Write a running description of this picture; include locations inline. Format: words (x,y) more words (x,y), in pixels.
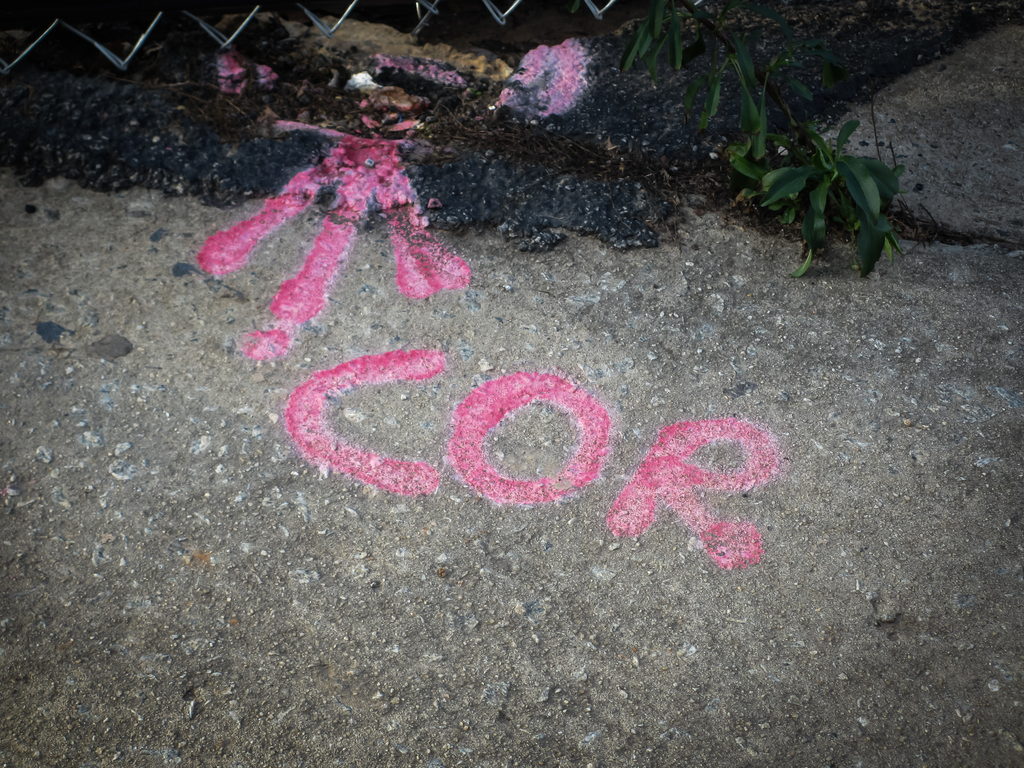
In the center of the image (643,504), we can see a paint (449,423) on the ground (420,520) and in the background (852,192), we can see a fence (136,47) and there is a stem (826,178) of a tree (758,117).
